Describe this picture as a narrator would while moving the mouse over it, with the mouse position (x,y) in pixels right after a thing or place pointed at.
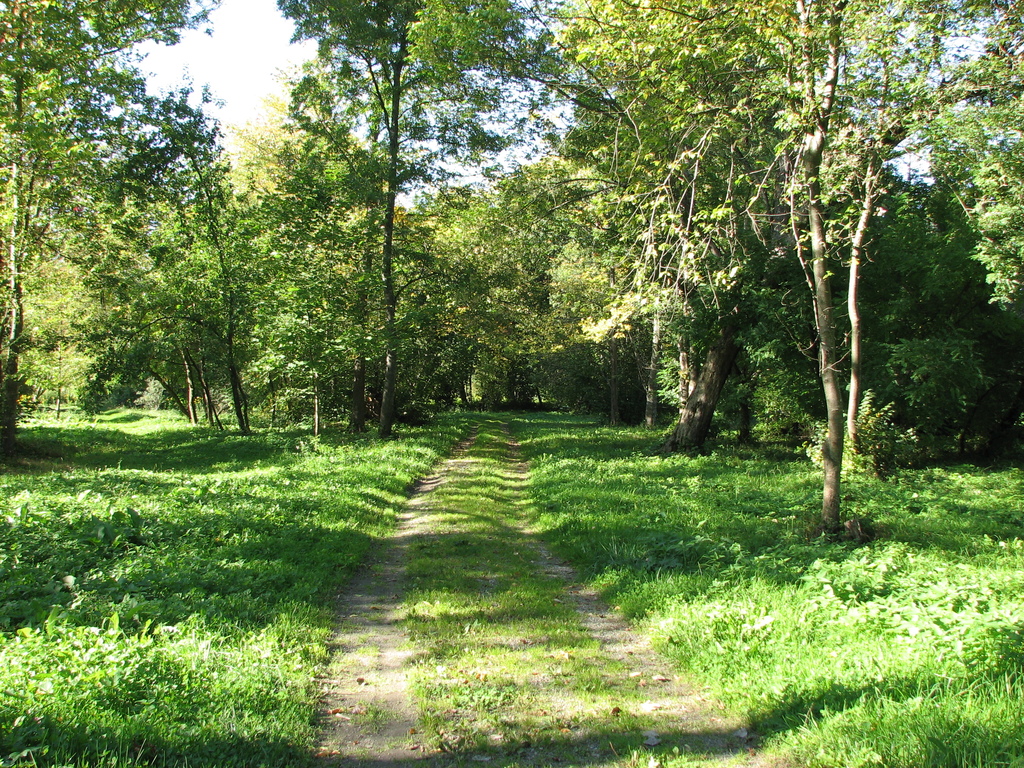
In this image we can see grass (438,565), trees (554,319), plants (171,403) and sky (242,54).
